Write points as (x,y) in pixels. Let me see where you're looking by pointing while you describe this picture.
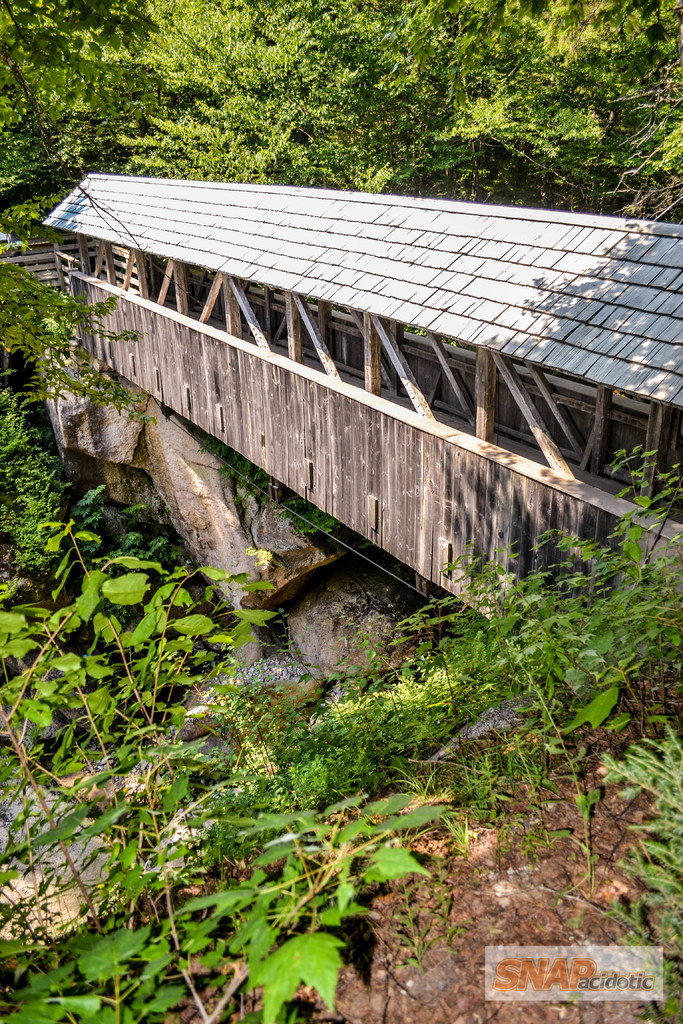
In this image we can see a bridge (340,410) with wooden railings (290,353). Also there are trees (327,46), plants (350,806) and rocks (209,540). In the right bottom corner (581,978) there is a watermark (618,975).
